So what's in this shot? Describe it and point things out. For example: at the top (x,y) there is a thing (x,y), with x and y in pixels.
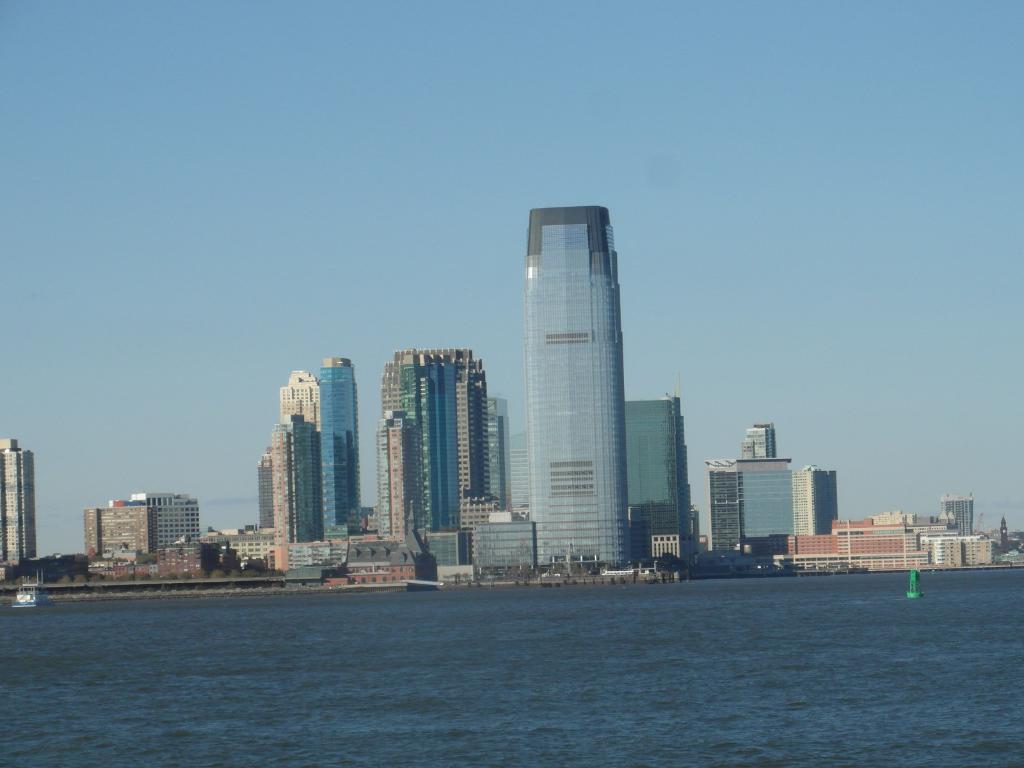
This is an outside view. At the bottom (569,704), I can see the water (552,650). In the middle of the image (545,462) there are many buildings (629,543) and trees (83,580). At the top of the image (531,141) I can see the sky (347,100) in blue color.
